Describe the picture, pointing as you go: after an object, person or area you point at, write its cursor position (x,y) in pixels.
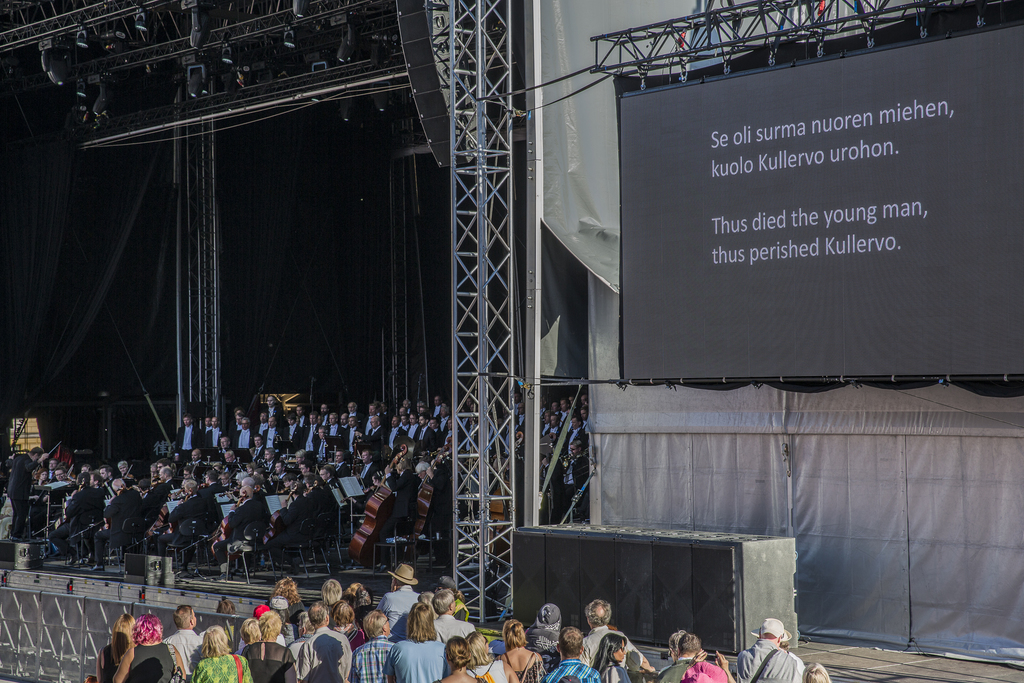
In the picture I can see a group of people (439,478) on the stage (323,373). I can see a few of them standing on the stage (385,419) and there a few people (308,465) sitting on the chairs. I can see the musical instruments (389,477). I can see a group people (261,667) at the bottom of the picture (215,648). I can see the metal scaffolding pole structures (45,36). I can see the screen (858,117) with text (919,113) on it on the right side (892,184).
